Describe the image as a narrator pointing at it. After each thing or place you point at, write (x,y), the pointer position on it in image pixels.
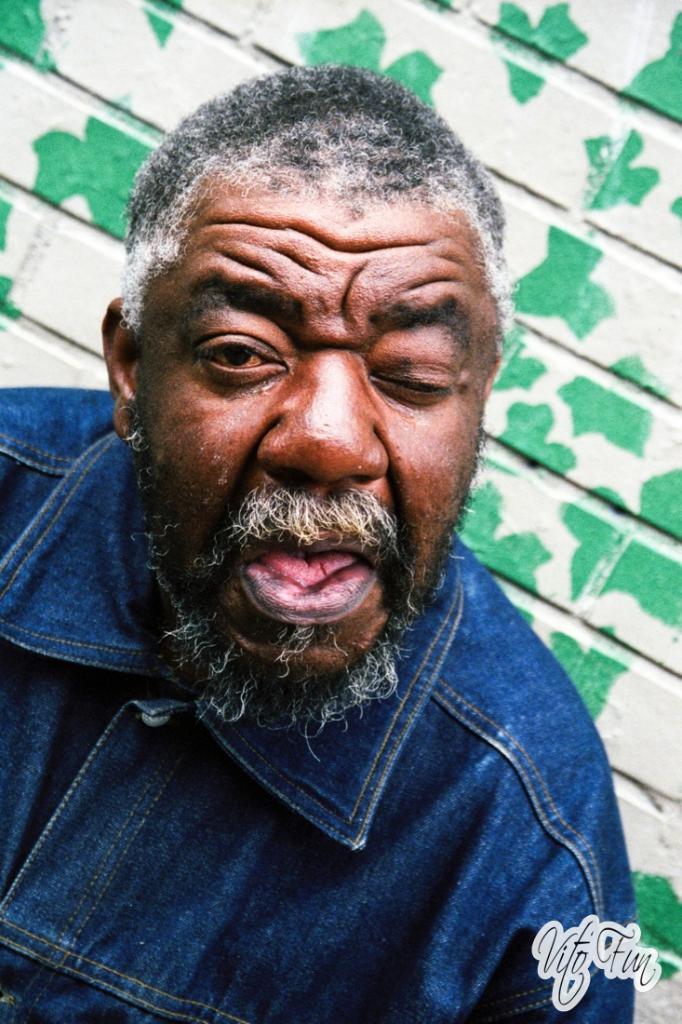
In this picture we can see a man (305,716) and in the background (621,705) we can see the wall (604,672), in the bottom right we can see some text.
